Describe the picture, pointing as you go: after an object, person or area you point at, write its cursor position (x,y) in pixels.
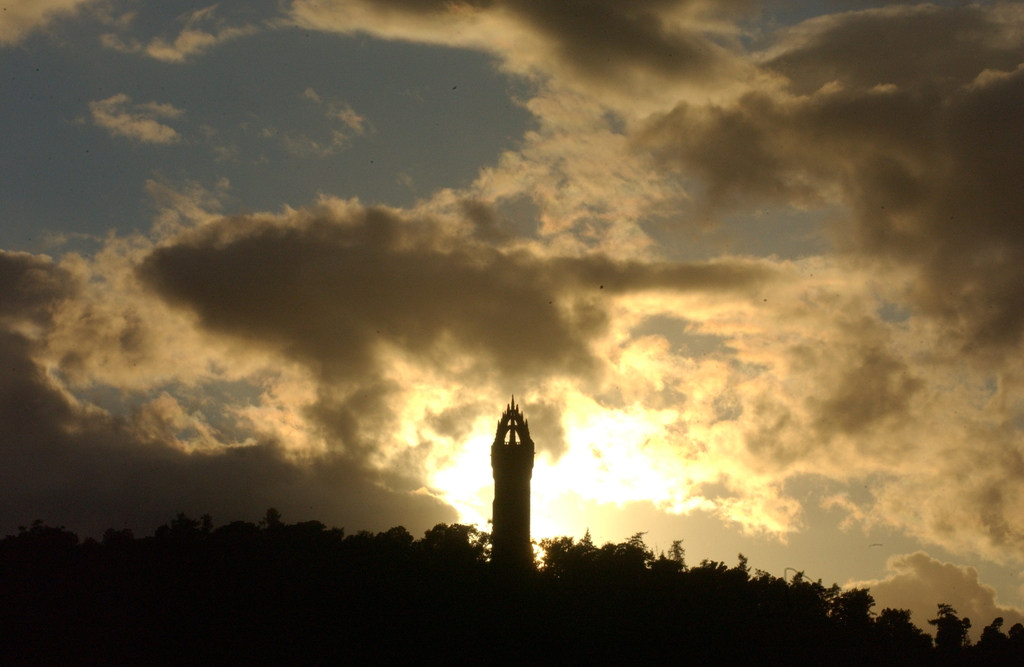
In this image there is a tower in between the trees (53,538), above that there are clouds (163,266) in the sky (160,277).
